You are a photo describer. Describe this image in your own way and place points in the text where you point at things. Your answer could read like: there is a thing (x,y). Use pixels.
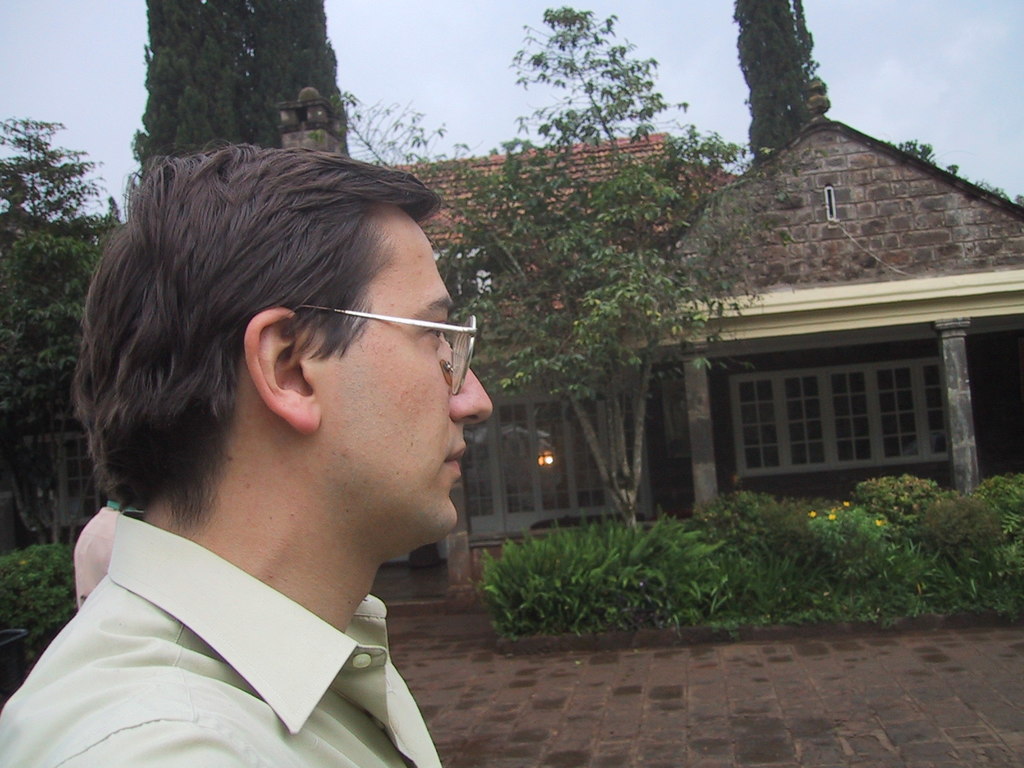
In this image, we can see a person (372,472) wearing clothes (227,693) and spectacles (469,359). There is a tree (573,233) in front of the house (774,234). There are some plants (895,559) on the right side of the image (956,564). There is an another tree (51,438) on the left side of the image (28,418). There is a sky (426,70) and trees (295,17) at the top of the image (765,136).
